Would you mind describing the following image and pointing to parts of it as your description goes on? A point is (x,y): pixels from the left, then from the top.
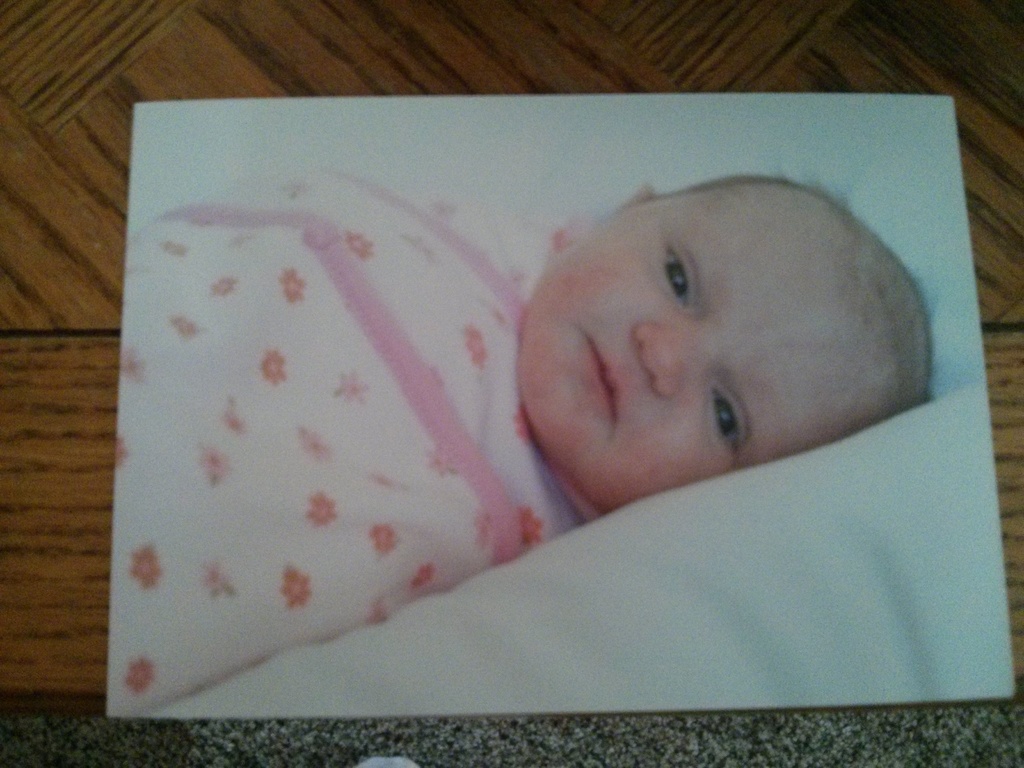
In this image, this looks like a frame (396,599). I can see the picture (454,518) of a baby (556,515) lying on the bed (680,513). I think this frame (273,299) is placed on the wooden board (145,84).
